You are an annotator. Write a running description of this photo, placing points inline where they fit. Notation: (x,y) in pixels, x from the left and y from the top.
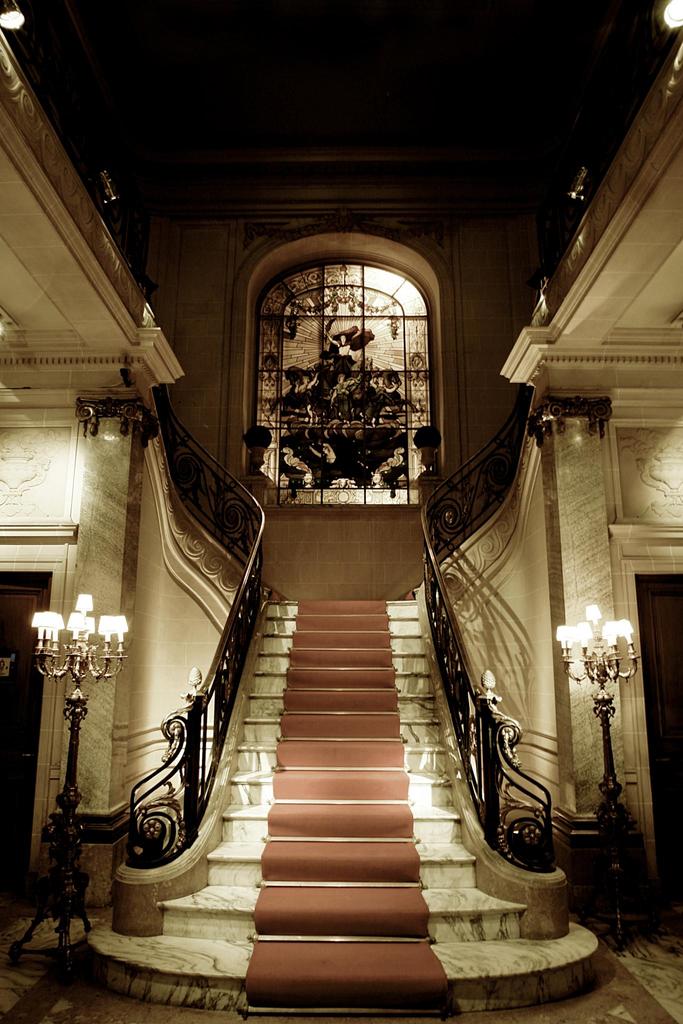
In this image we can see an inside view of a building (658,694). In the foreground (319,801) we can see a staircase (311,754), metal railing (489,819), set of lights (80,628) on poles (72,756). In the background (357,284), we can see a glass painting (399,291).
